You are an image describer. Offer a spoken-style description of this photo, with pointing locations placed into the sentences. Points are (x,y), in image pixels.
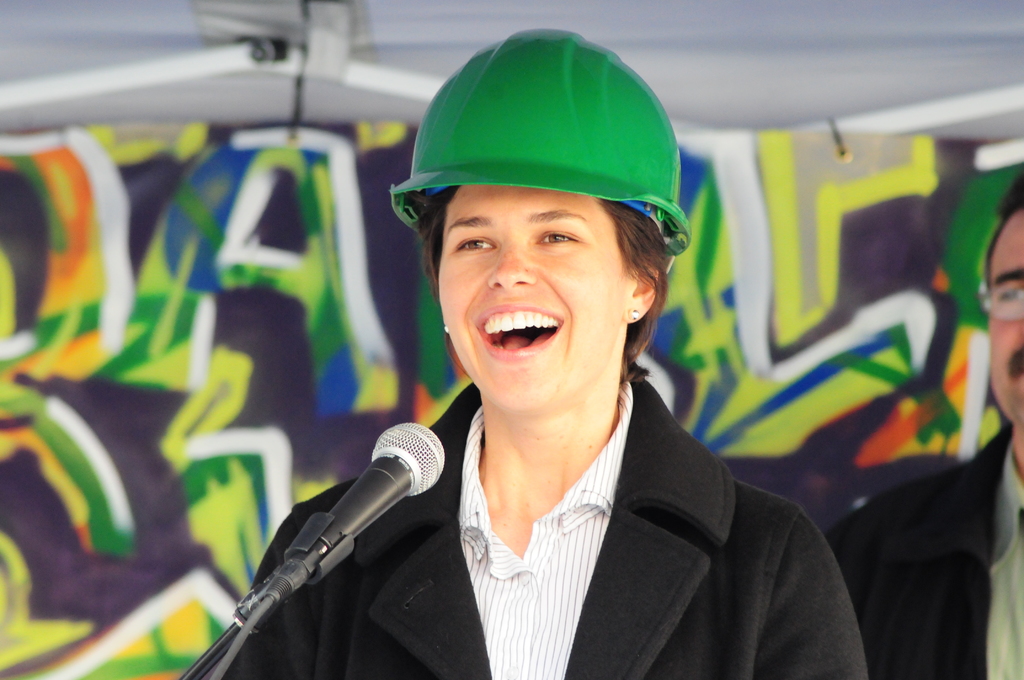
In this image I can see a person (517,588) wearing black and white color dress (516,584), in front I can see a microphone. Background (238,493) I can see a multi color wall (336,421) and the roof (124,41) is in white color.
